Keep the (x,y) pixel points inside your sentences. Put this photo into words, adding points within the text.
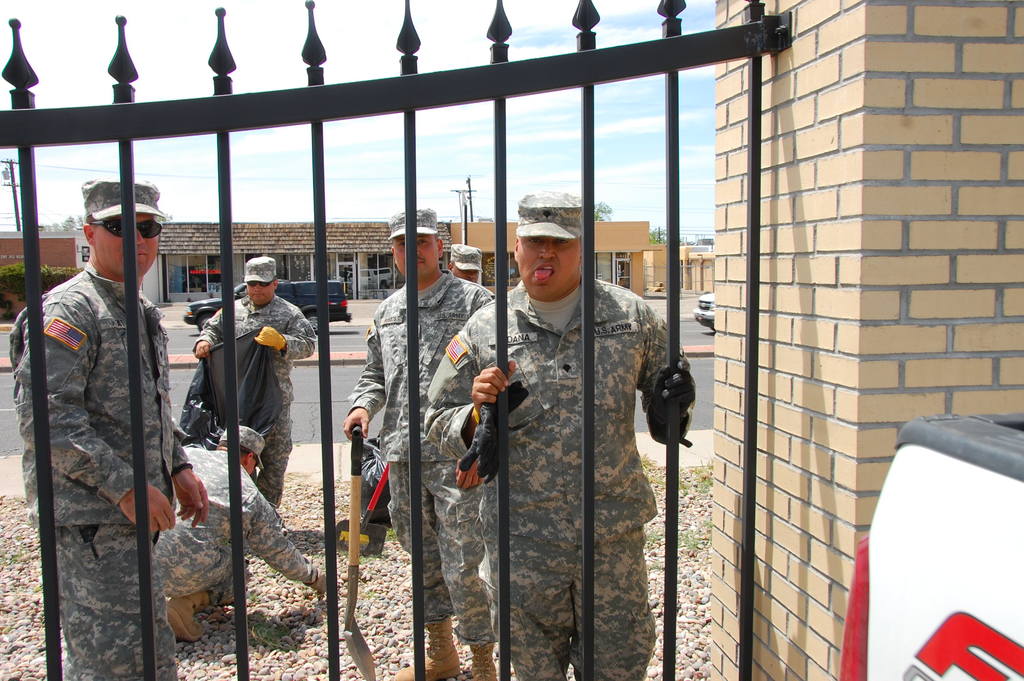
In this image we can see group of persons (509,362) wearing military uniform (264,316) are standing on the ground (323,611). One person (395,460) is holding a rod (353,441) in his hand (367,425) and other person (493,552) is holding a gate (752,362) with his hands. In the background (686,300) we can see group of cars (709,316) parked on the road (350,337), buildings (210,251), poles (471,197) and sky (455,56).
